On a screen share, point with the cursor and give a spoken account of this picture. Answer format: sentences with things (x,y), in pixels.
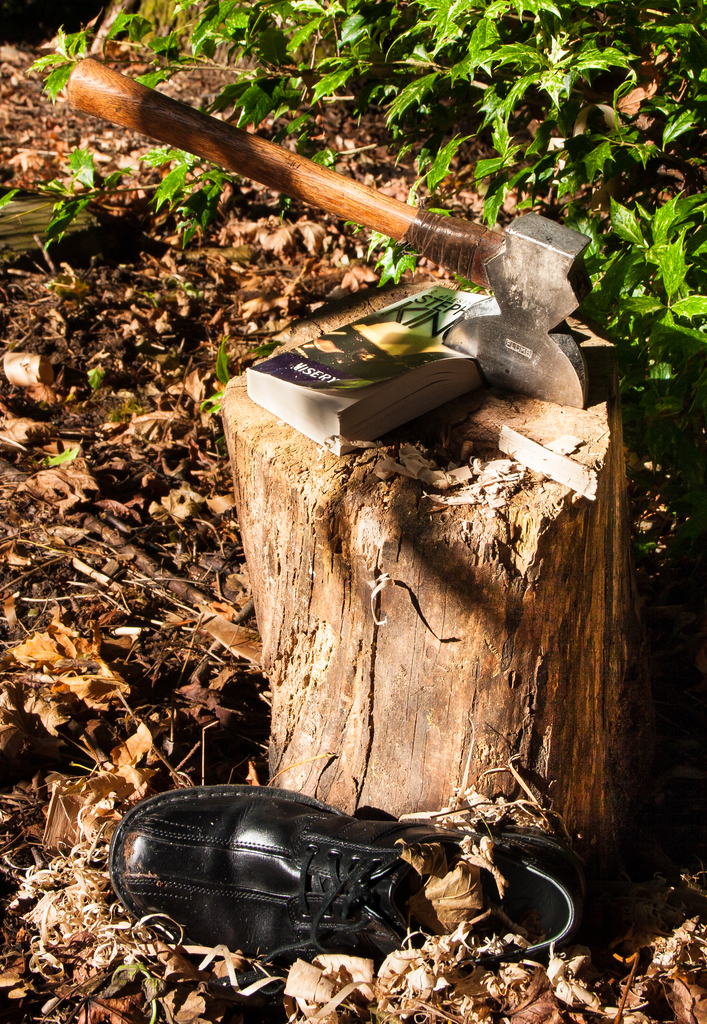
In this image we can see an axe (354,188) and book (303,426) on a small wooden log (347,644). At the bottom (230,890) there is a shoe (279,916). In the background (272,270) we can see plants (197,53) and leaves (90,130) on the ground (127,278).
